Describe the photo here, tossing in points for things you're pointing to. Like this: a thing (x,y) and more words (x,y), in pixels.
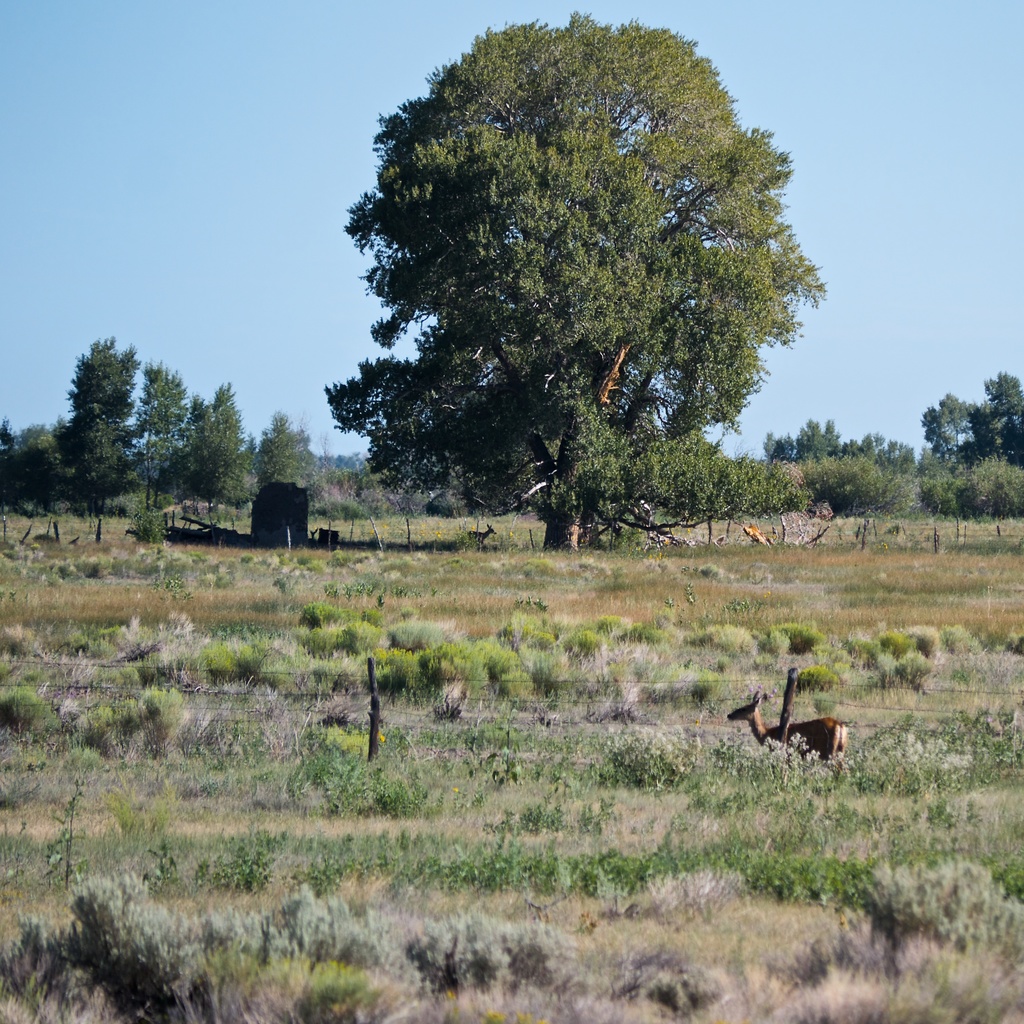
In the picture we can see a grass surface (46,980) on it we can see full of grass plants (41,945) and a deer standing on it and far away from it we can see a tree (421,428) and behind it also we can see some trees (866,480) and sky (131,29).
